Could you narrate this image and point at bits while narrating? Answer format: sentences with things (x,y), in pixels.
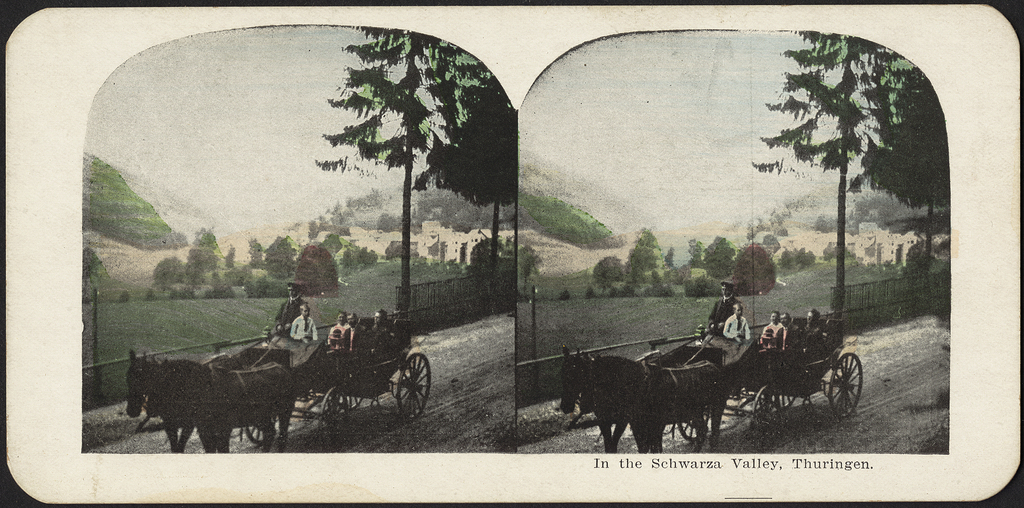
It is the collage of two pictures in which there is a horse cart (304,353) in the middle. In the horse cart (351,379) there are few people (341,338) sitting in it. In the background (326,265) there are trees (99,262) and hills (107,196).
